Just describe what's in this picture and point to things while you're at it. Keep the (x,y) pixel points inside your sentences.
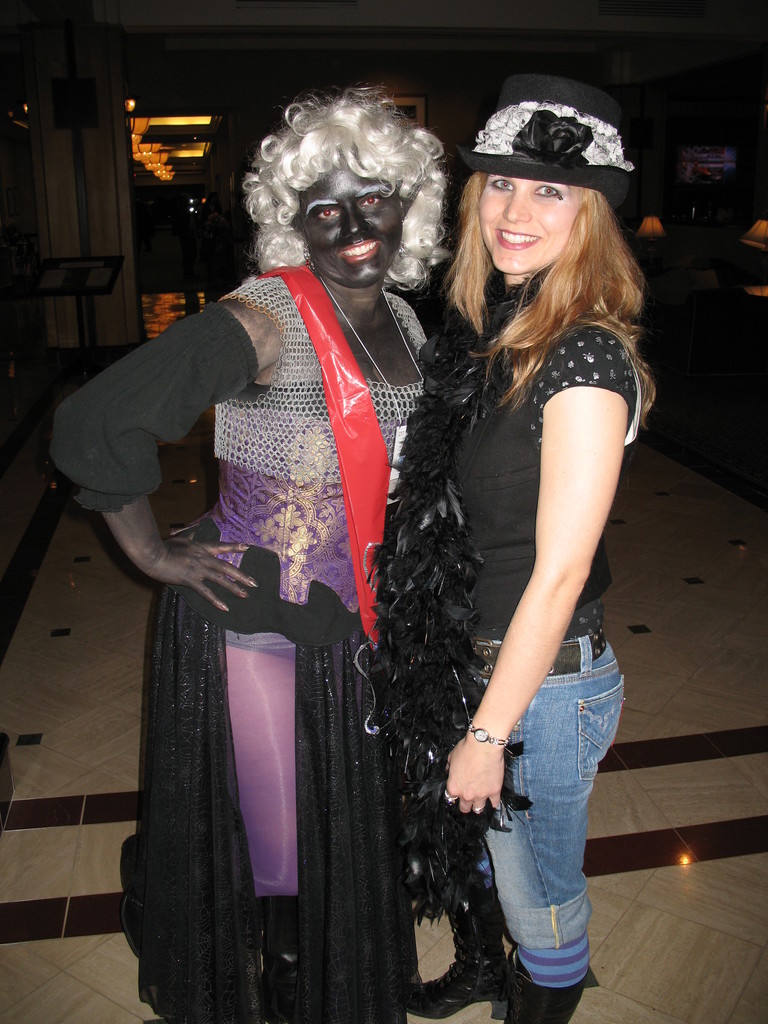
In this image, we can see a person (314,738) wearing a costume (219,598) and standing beside a woman (492,318) in a hat (535,143). They both are smiling. At the bottom of the image (693,886), there is a floor (691,893). In the background (88,306), we can see the dark, lights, people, walls (437,113), showpieces (417,111) and some objects (107,292).
